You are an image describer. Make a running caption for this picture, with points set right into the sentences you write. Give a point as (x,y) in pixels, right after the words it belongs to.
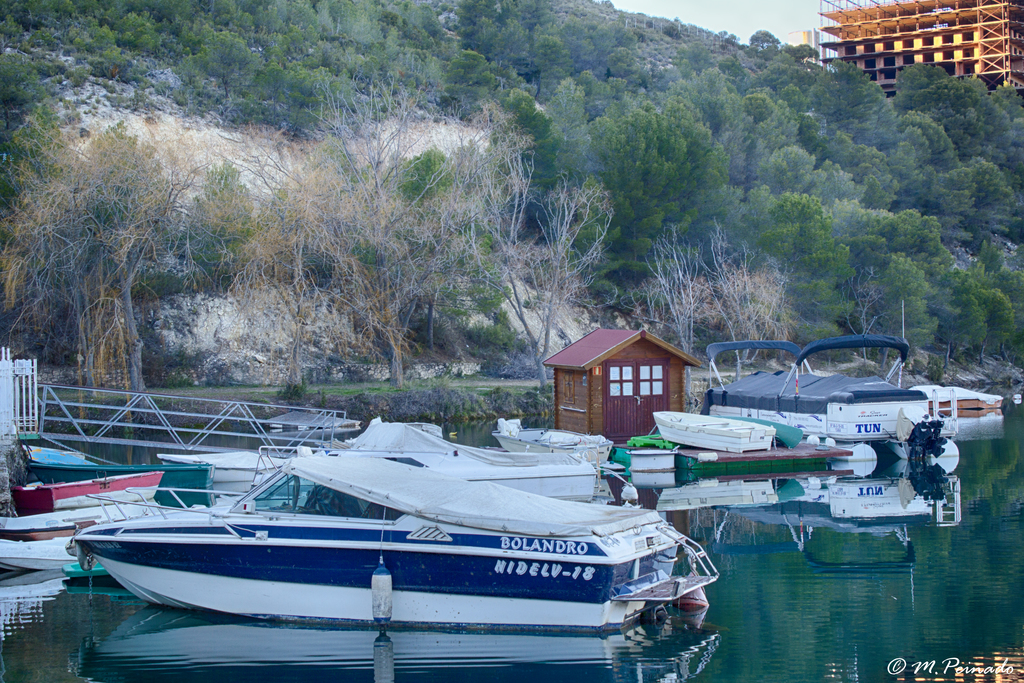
In this picture I can see few boats (509,478) in the water (776,483) and a house (635,371) and few trees (612,207) and few buildings (867,51) on the top right (939,50) corner of the hill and a watermark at the bottom right corner of the picture (925,670).
